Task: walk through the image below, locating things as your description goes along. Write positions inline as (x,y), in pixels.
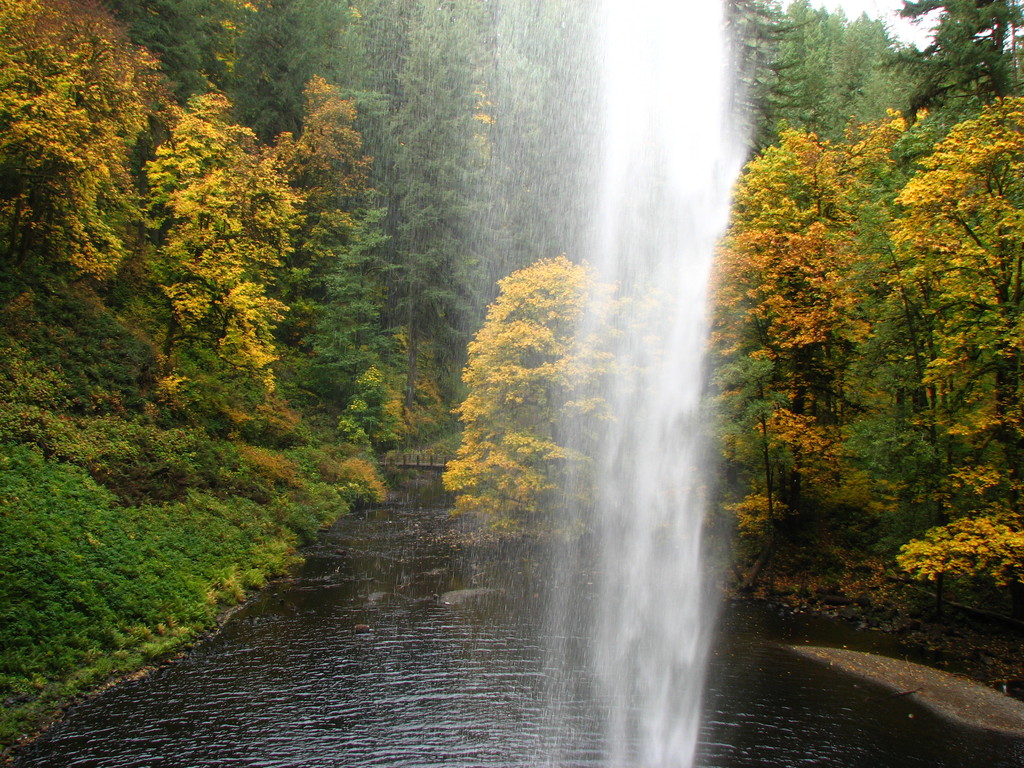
In this picture we can see waterfall (598,334). In the background (750,483) we can see many trees (384,174). At the bottom (293,747) there is a water (398,752). In the top right corner (852,14) there is a sky (828,7).
